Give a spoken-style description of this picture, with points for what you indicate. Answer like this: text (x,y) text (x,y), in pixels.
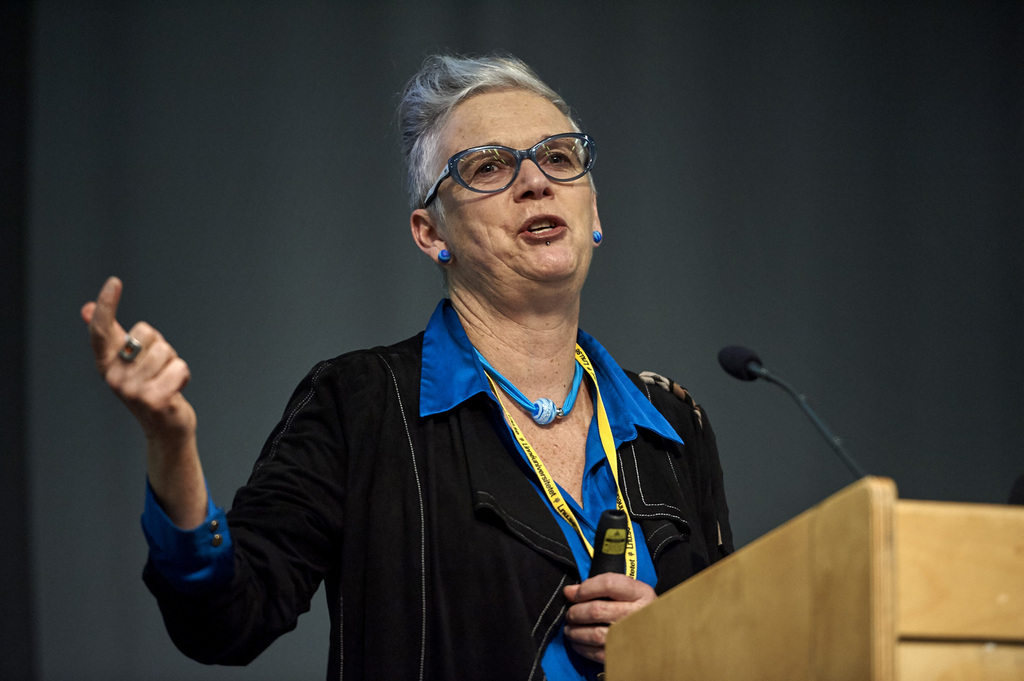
In this picture there is an old women (419,483) wearing black coat (566,558) with blue shirt (570,528) and glasses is giving a speech. In the front (856,633) there is a wooden speech desk (815,557) with microphone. Behind there is a black background (839,187).
